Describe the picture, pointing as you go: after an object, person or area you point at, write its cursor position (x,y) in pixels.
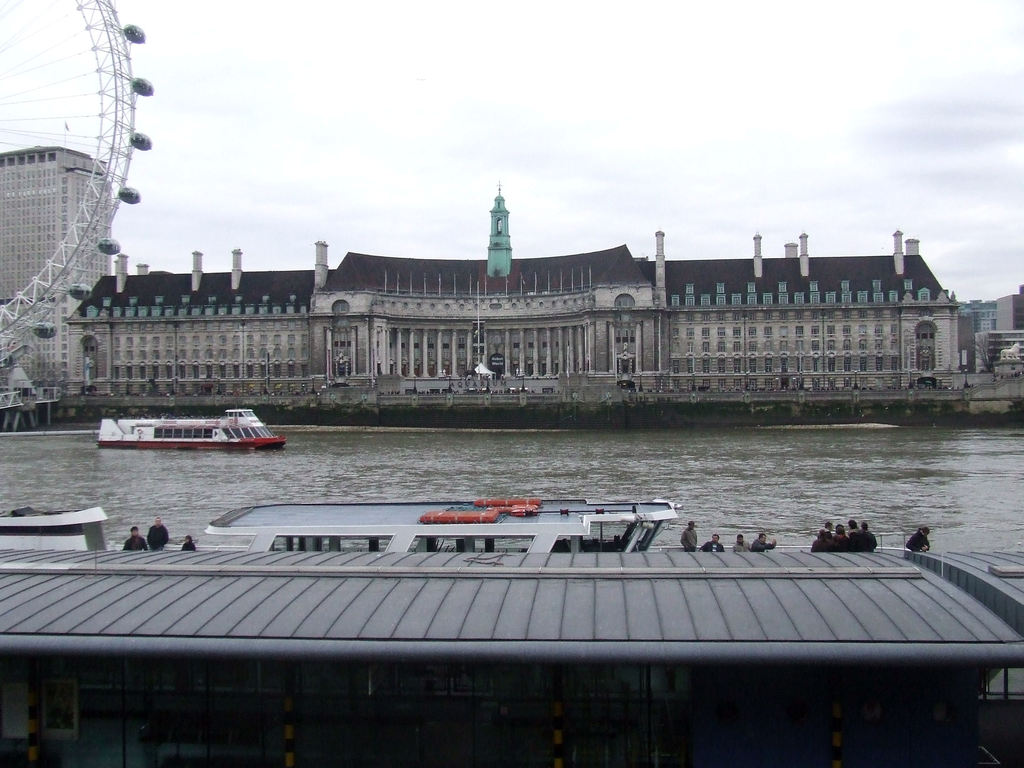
In this image in the center (478,475) there is a river (202,475) in that river (114,481) there are some boats (161,432) and also there are some people (843,546). In the background (270,387) there are some buildings (418,330), on the left side (42,303) there is a giant wheel (84,247). At the top of the image (518,118) there is sky (377,146), and in the foreground (192,684) there is one boat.
